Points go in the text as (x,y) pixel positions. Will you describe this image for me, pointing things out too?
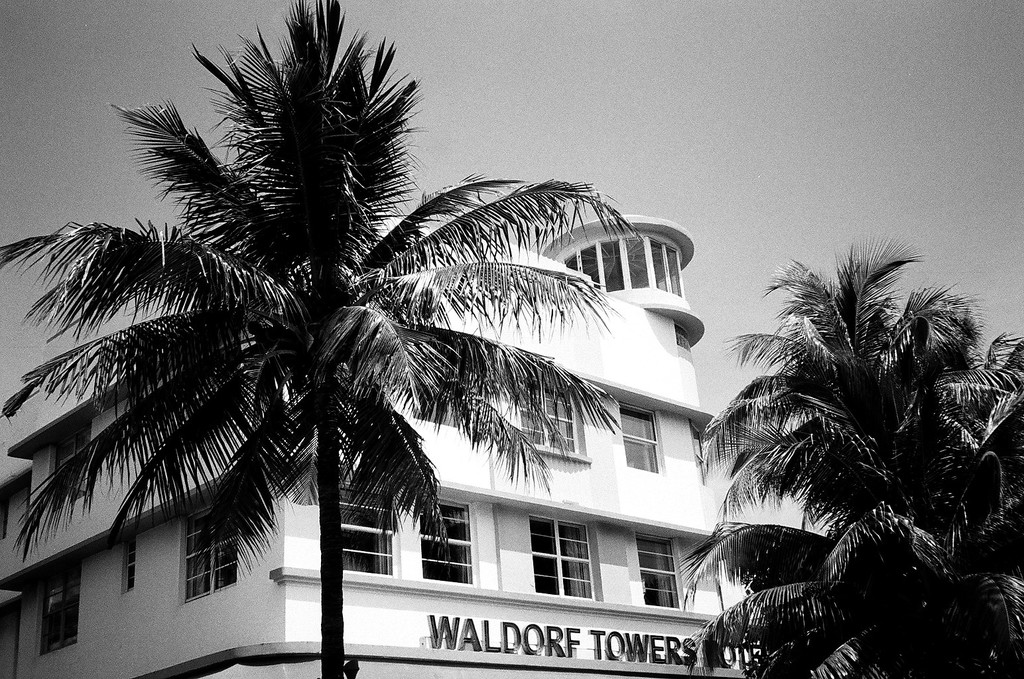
In this image I can see on the left side (117,283), there is a tree (349,425). In the middle (440,445) there is the building (492,532), on the right side (895,383) there is another palm tree (863,432). At the top (600,46) it is the sky (600,46), at the bottom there is the name (504,631) on the building (532,645).
